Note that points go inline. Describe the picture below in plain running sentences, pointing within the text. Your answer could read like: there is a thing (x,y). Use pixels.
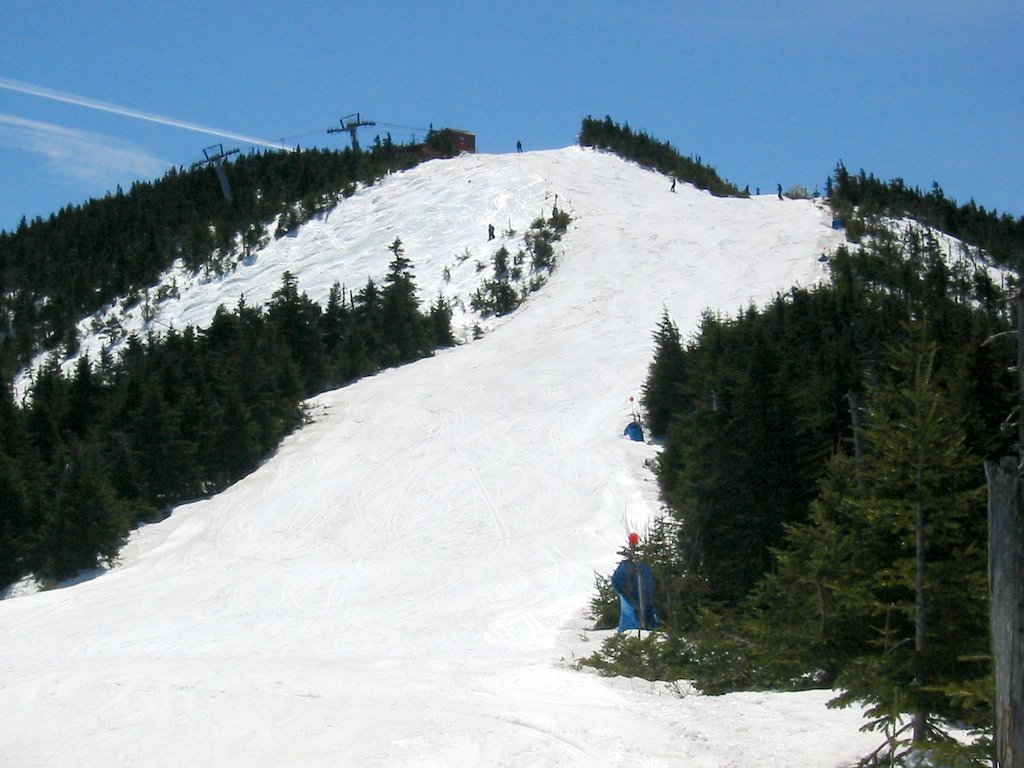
In this picture we can see snow (379,497). There are a few trees (288,370) on the right (867,359) and left side of the image (139,392). We can see a blue object (621,624) on the right side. There are a few poles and a person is visible in the background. Sky (648,106) is blue in color.
